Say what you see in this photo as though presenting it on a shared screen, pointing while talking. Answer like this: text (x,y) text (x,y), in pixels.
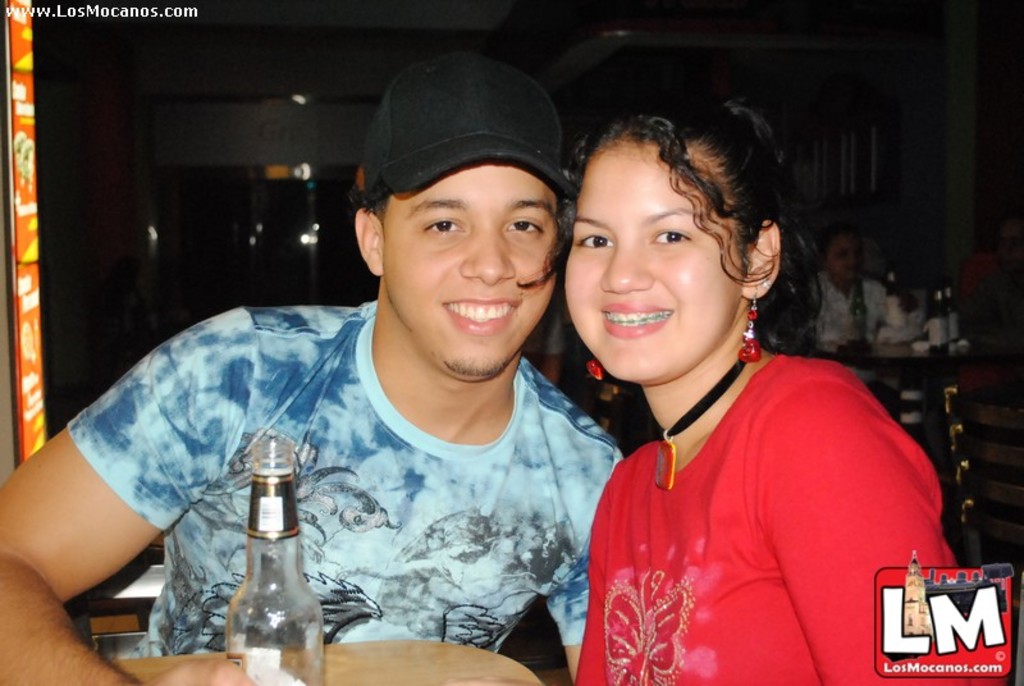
This image looks like it is clicked inside a restaurant (184,269). There are two persons (387,535) in the front (197,367), in the image. Man (183,361) and a woman (753,326). The man (361,501) is wearing blue t-shirt (216,404) and the woman (692,482) is wearing red shirt (751,507). To the right (963,388), there are chairs (950,400) and table (893,366). In the background (299,160), there is wall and door (268,238).
